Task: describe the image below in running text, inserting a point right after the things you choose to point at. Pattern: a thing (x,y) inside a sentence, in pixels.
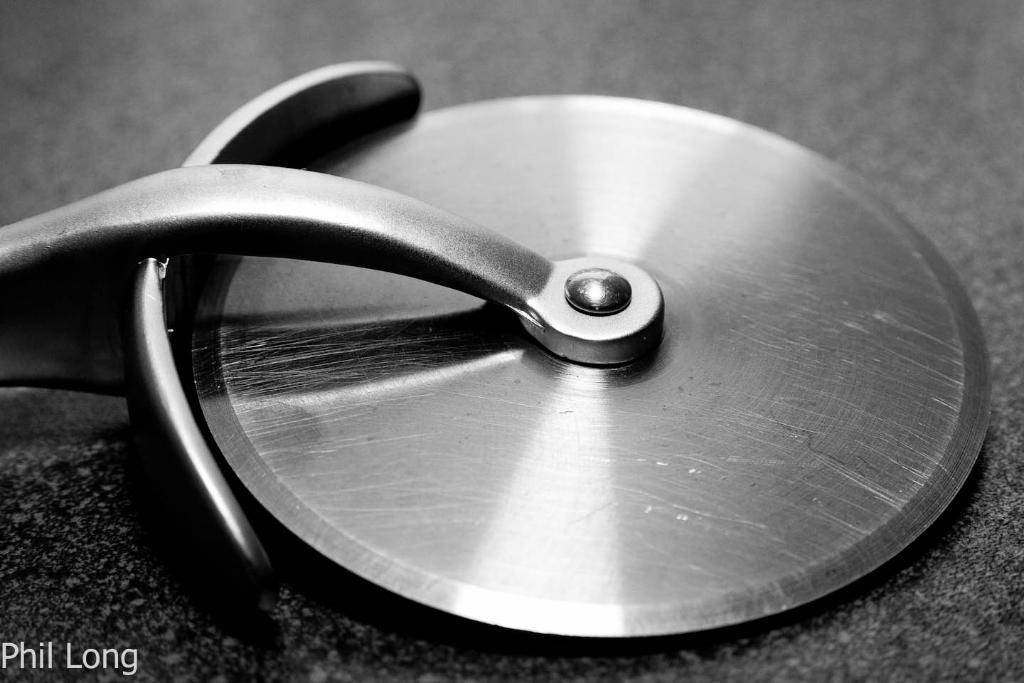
In this image I can see a pizza cutter (447,428) over here. I can also see watermark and I can see this image is black and white in colour.
